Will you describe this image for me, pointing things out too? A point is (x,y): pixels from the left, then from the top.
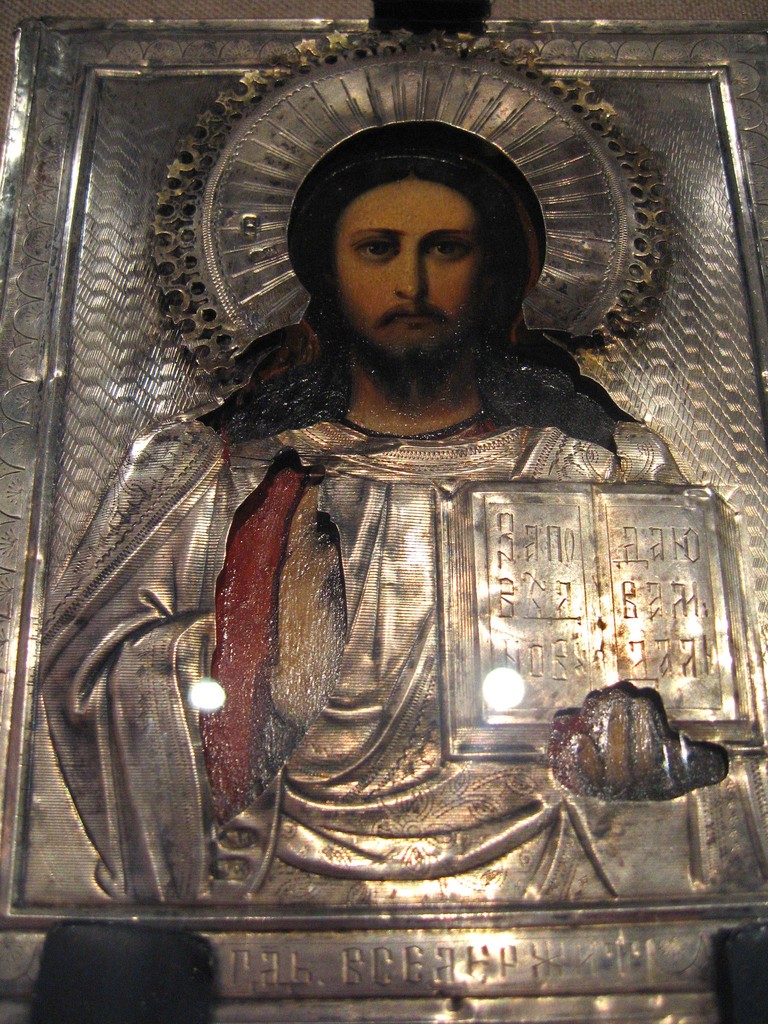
In this image, we can see a metal carving (519,771) and person (428,413). On the right side (596,670) and bottom of the image (512,972), we can see some text (283,955).
